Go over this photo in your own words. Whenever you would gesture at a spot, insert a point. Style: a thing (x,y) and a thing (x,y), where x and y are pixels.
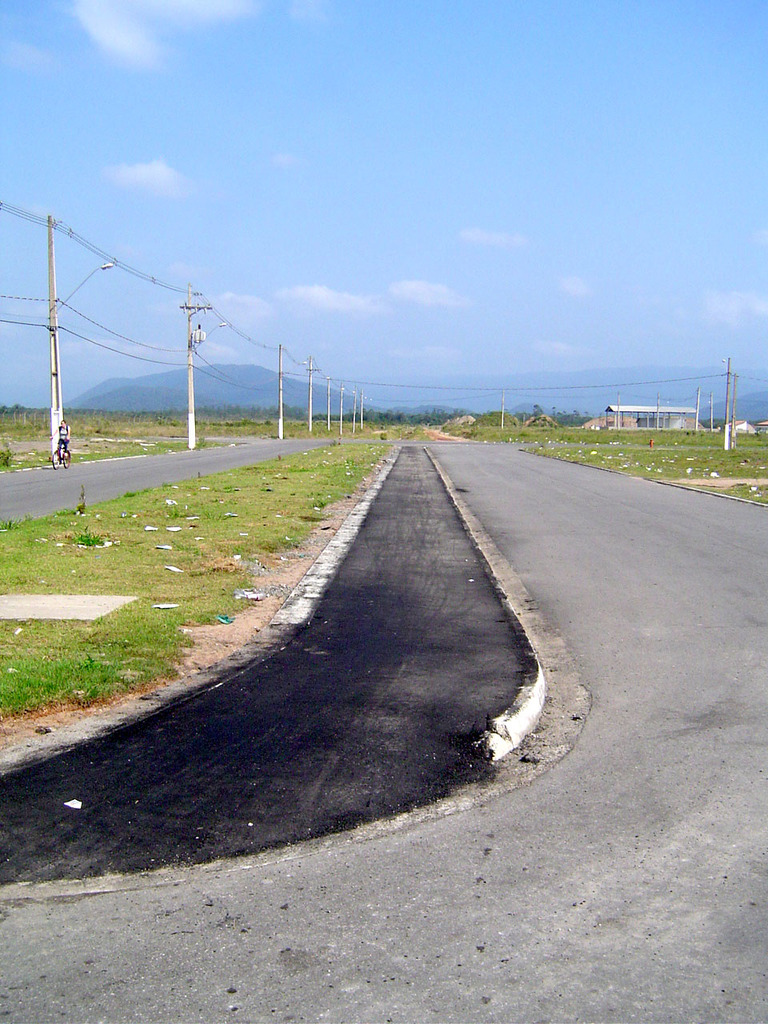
In the foreground of the picture (458,569) there are road (612,639), grass (136,647). In the background (738,454) there are current poles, cables (370,383), trees (714,424), grass (576,436), hills (554,383) and rock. On the left (62,438) there is a person (62,443) riding a bicycle (59,453). Sky (452,239) is clear.
